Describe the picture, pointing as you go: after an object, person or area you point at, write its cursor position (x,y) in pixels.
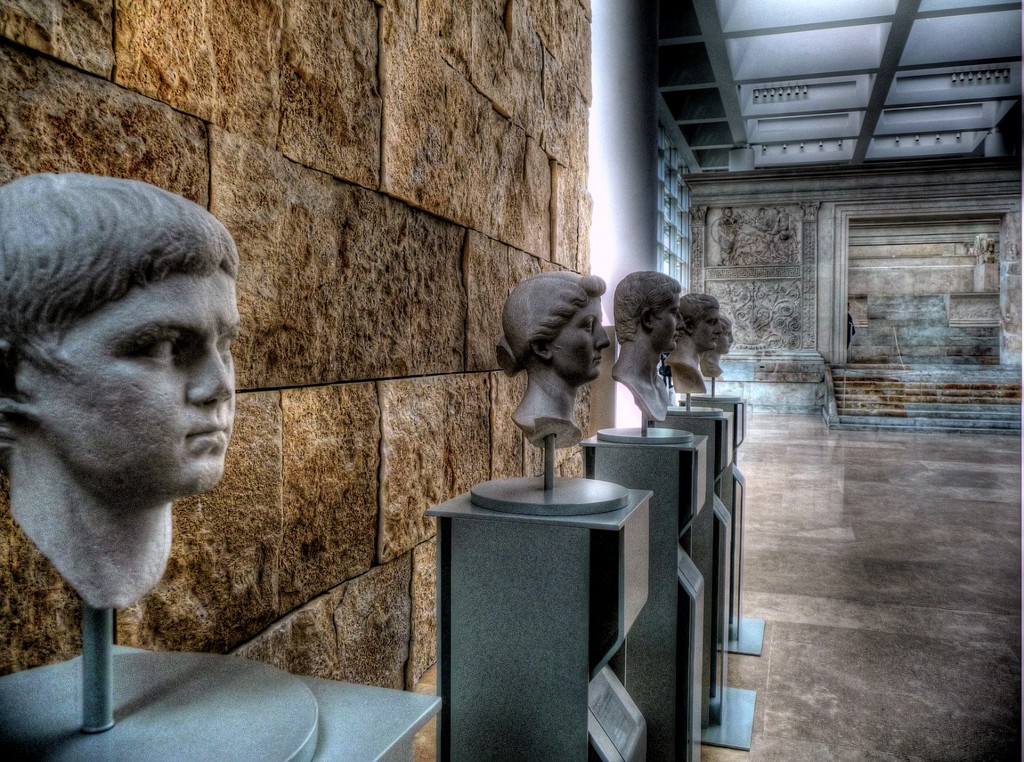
There are statues of head (142,337) on a stand (187,668). Behind that there is a brick wall (403,174). In the back (771,253) there is a wall (817,252) with some art (776,255). Also there are steps (910,398).
